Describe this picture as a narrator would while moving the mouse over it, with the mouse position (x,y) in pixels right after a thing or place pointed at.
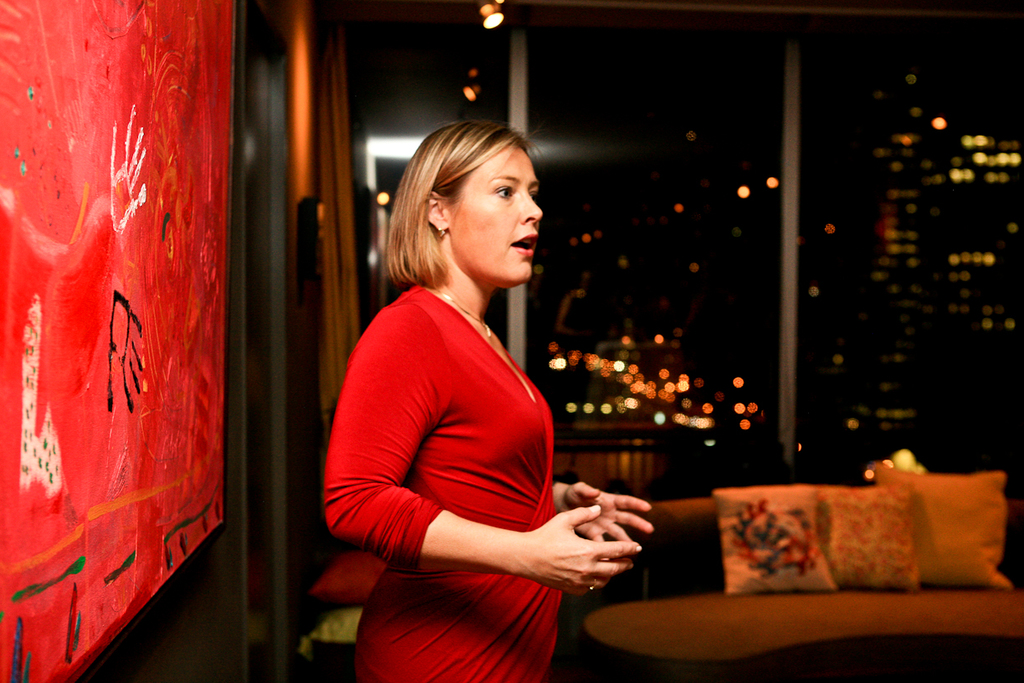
In the picture we can see a side view of a woman (414,591) standing and explaining something and she is with a red dress (519,591) and in front of her we can see a red color painting (146,377) with some hand prints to it and beside her we can see a sofa (677,514) with some pillows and beside it we can see a glass window (720,107) and from it we can see buildings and lights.
